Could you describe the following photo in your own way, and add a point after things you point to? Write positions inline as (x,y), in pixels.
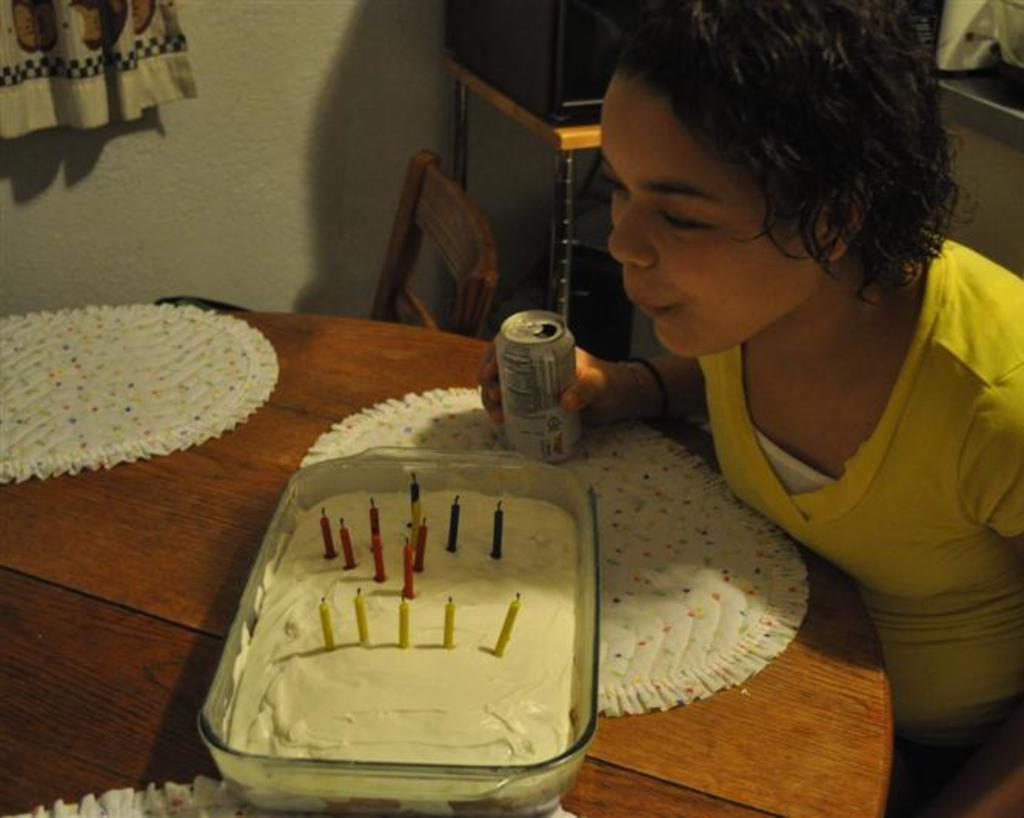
This image is clicked in a room (100,297). There is a bowl (367,480) and cake (398,684) in that. There are candles (449,604) in that. There is a tin (513,379). There is a person (800,506) sitting near the table (800,669). There is a television (524,43) on the backside (590,89) on the table (566,232).
